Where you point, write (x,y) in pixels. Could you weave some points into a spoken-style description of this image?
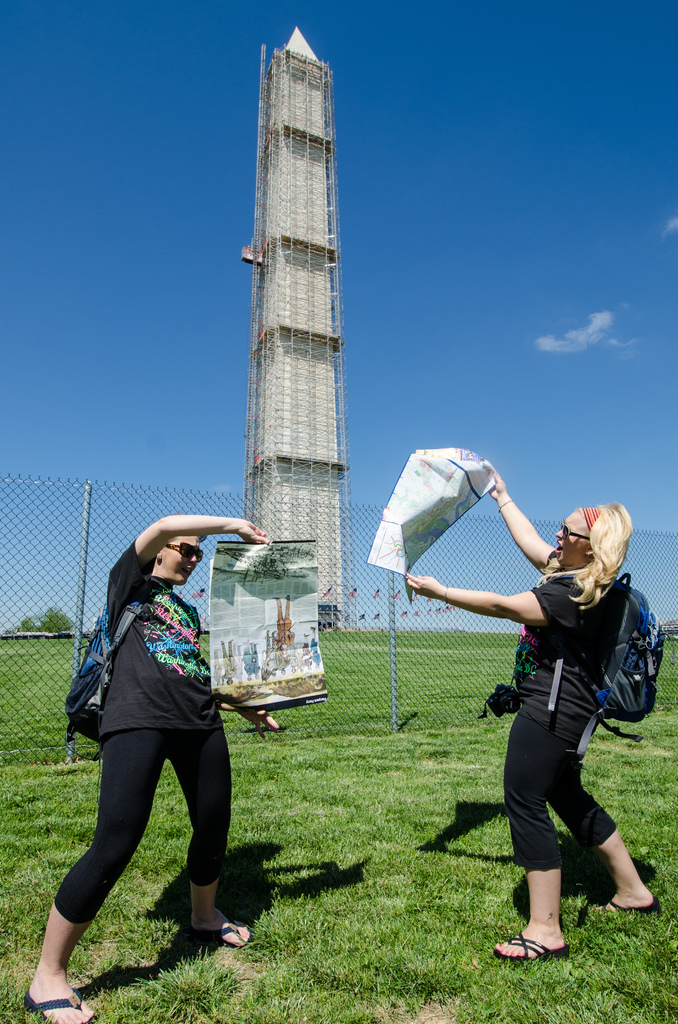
In the center of the image (277,385) we see a tower (282,135), rods (311,473). In the background of the image (8,699) we can see the mesh (352,618), trees (52,618), shed (52,635), roof (55,636), grass (150,856) and two people (581,786) are standing and wearing the bags (96,654), goggles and holding the papers (286,623). At the bottom of the image (437,893) we can see the ground (299,953). At the top of the image (211,128) we can see the clouds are present in the sky (346,332).
